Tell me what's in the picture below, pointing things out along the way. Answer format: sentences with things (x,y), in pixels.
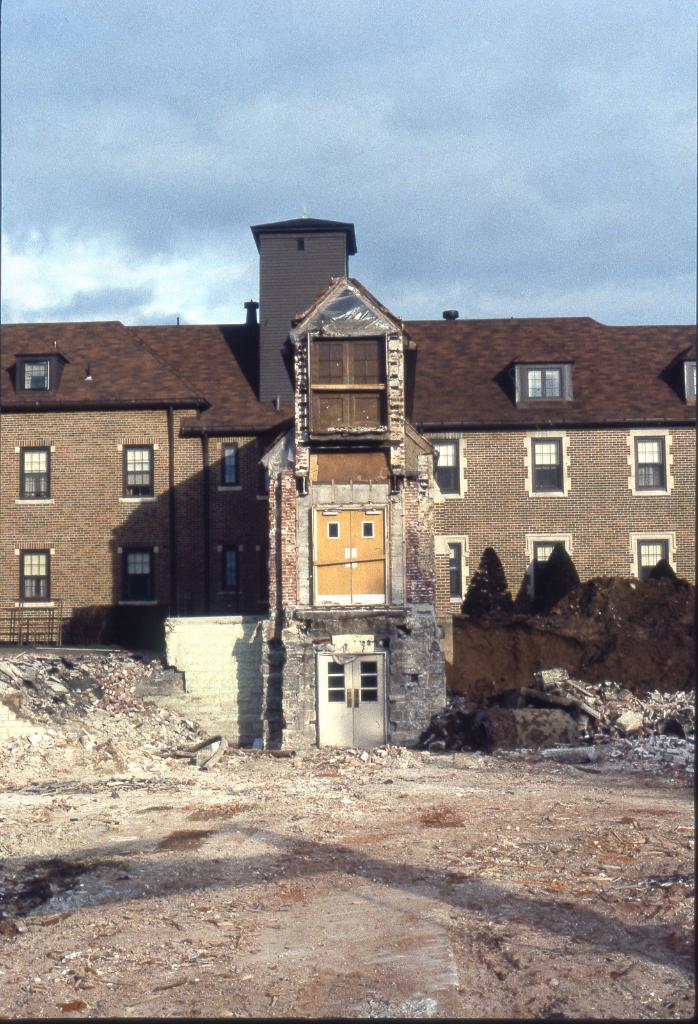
In this picture we can see one building (302,629) with some windows (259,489) and doors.
